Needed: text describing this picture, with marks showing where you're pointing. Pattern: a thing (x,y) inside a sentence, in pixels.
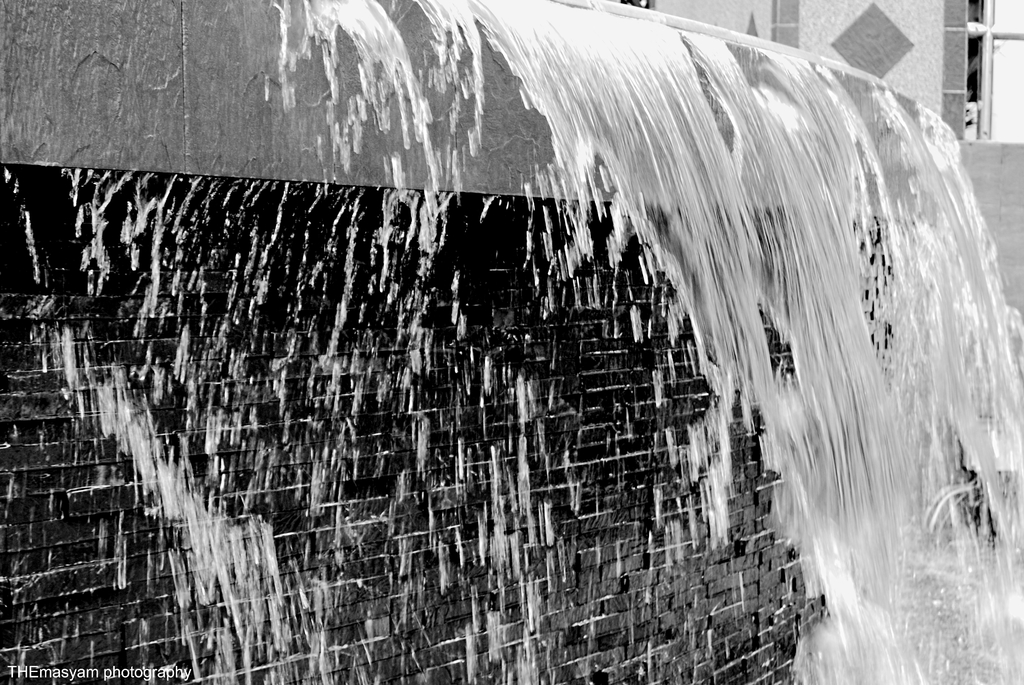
This image is taken outdoors. This image is a black and white image. In the background (780,31) there is a wall (937,40). At the top right of the image (986,76) there are two iron bars (983,34). In the middle of the image (545,408) there is a wall (182,112) and there is a fountain (418,431) with water (852,289).
